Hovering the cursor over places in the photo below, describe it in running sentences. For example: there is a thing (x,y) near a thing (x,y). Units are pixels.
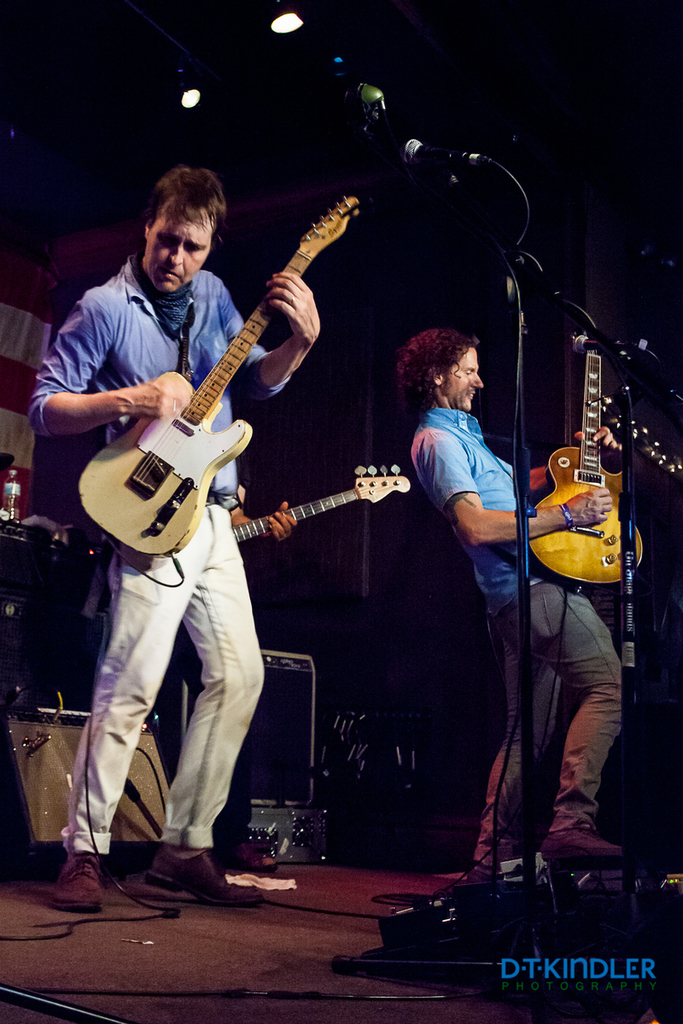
This image is clicked in a musical concert. There are three persons (188,593) in this image. All of them are playing guitar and there is mic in front of the man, who is on the left side (222,888). He is wearing blue color shirt (122,317) and white color pant (235,603) there are speakers (268,780) in the bottom (299,737) back side, there are wires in the bottom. There are lights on the top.
